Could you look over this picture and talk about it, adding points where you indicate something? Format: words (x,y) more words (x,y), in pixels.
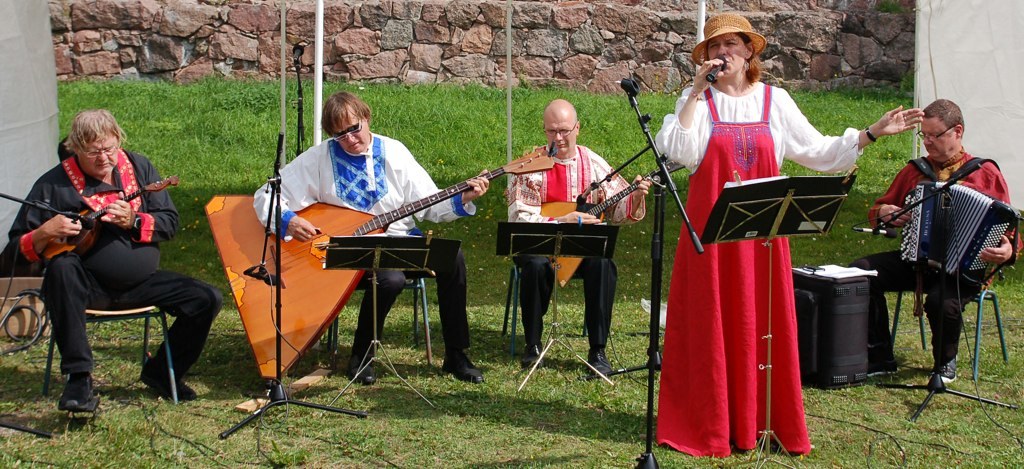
The woman (726,57) wearing a red dress (730,260) is singing in front of a mike (721,72) and there are group of people (294,167) playing music behind her.
